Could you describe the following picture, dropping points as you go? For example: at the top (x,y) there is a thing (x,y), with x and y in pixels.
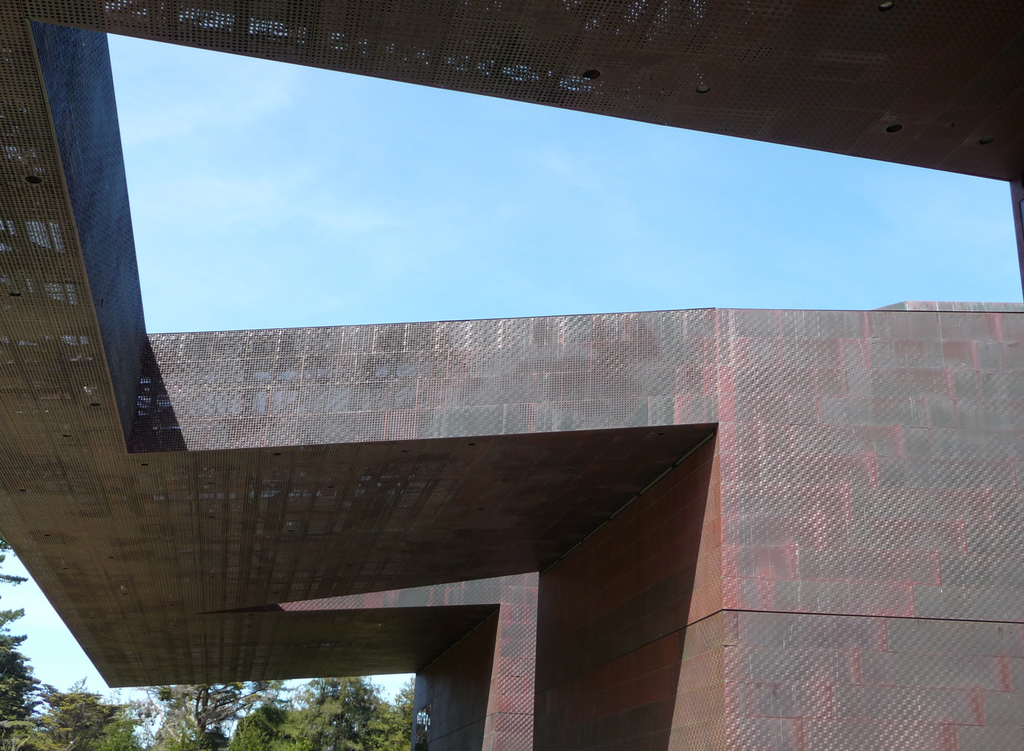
In the center of the image (665,404) there is a building (611,646). On the left (93,718) there are trees (343,712). In the background (363,260) there is sky (452,187).
